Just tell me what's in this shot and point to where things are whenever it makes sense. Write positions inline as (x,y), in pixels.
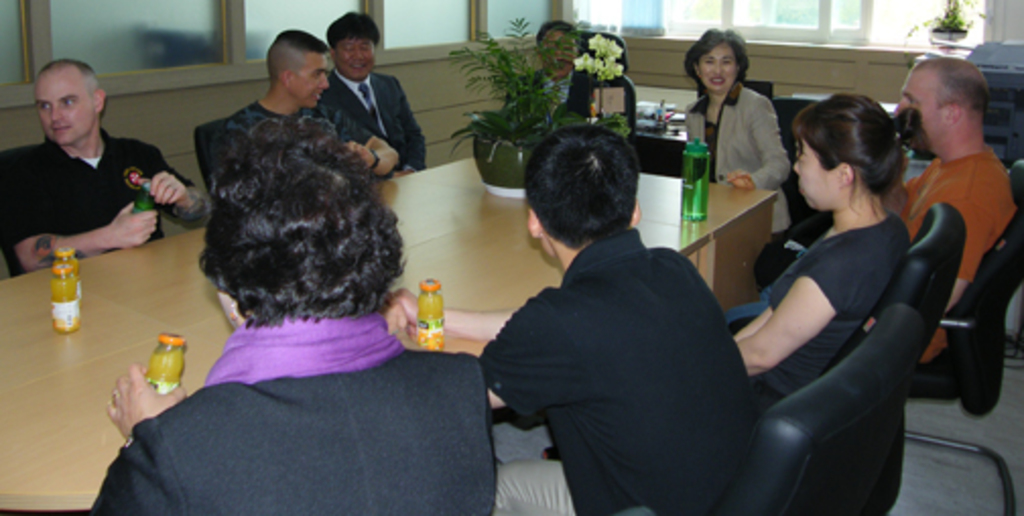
In this picture there are a group of people (89,243) sitting in front of them there is a table (499,229) which has some juice bottle (180,346) kept on it and is a plant (483,78) and in the backdrop (151,27) is a wooden wall (155,73) with some glasses (509,30) and a window (895,34) over here.
